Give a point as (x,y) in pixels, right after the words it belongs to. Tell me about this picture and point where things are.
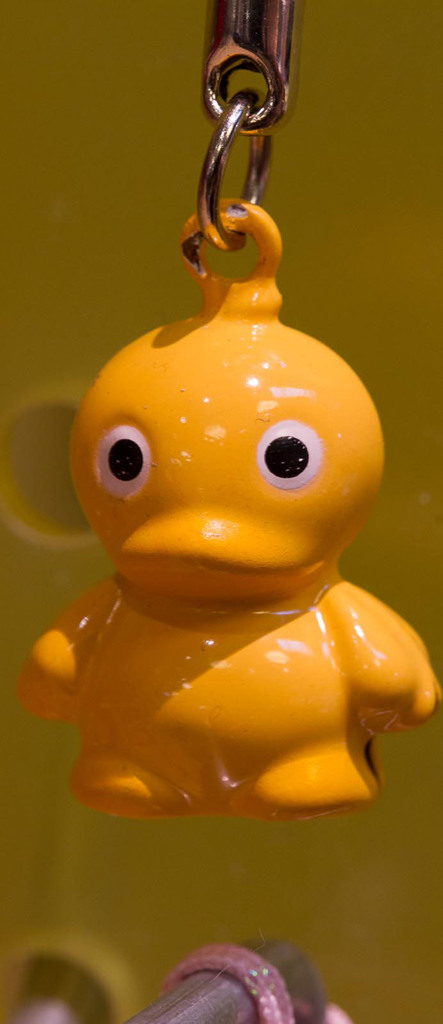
In the foreground of this image (268,23), there is a toy key chain (268,442) like an object (225,116) and the yellow background (243,881).
